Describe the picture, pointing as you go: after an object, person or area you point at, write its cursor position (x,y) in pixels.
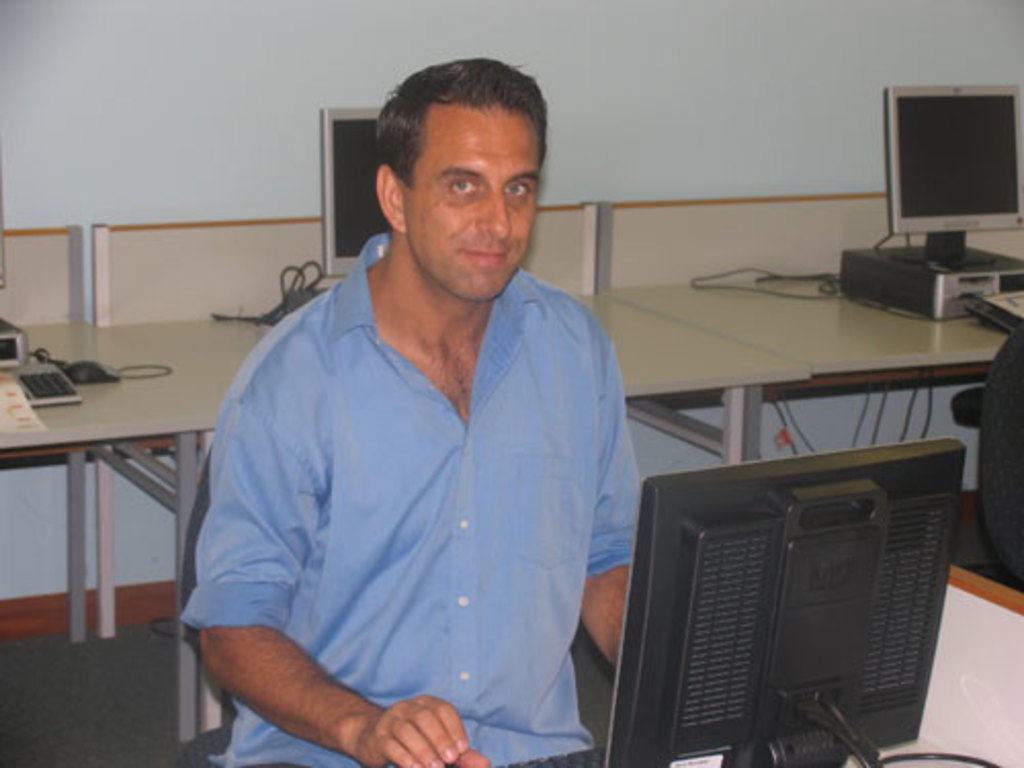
In this picture there is a man (422,395) who is wearing blue shirt (479,515). He is sitting on the chair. He is working on the computer (727,766). in the back (998,288) we can see computer screen (950,243), CPU (961,274), cables (816,274), keyboards (27,375), mouse (98,382), mat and paper (4,423) on the table (158,397).
